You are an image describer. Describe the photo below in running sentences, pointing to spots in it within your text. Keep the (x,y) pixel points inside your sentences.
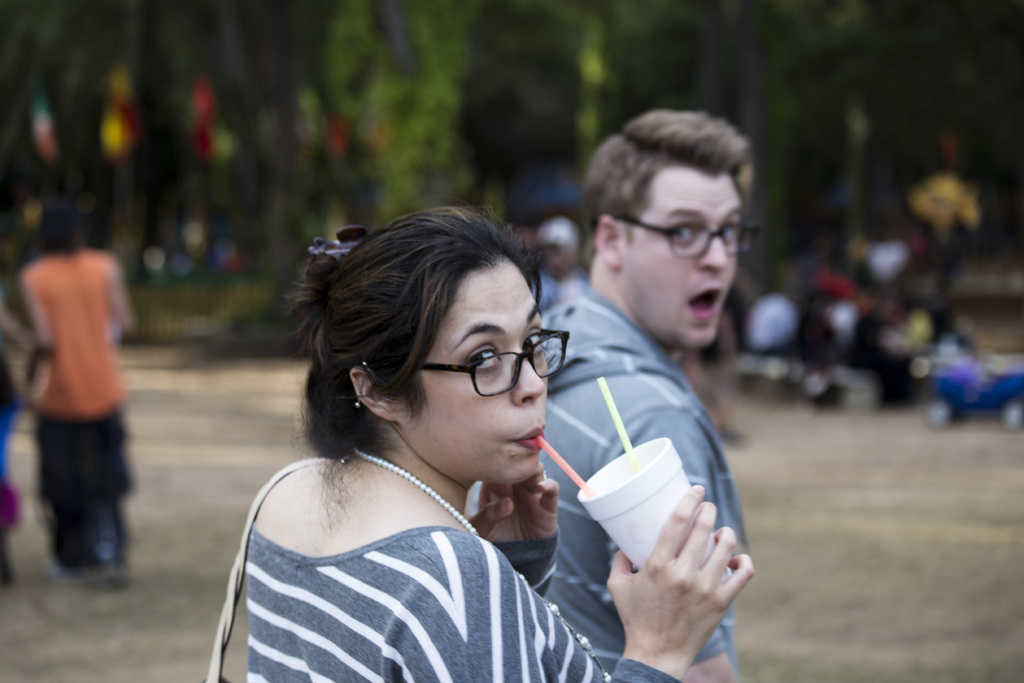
In this image we can see a woman (538,559) is standing, she is holding the glass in the hand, in front (579,596) here a man (597,403) is standing, there are group of people (815,348) standing, there are trees (757,250), there are flags (213,94), the background (514,166) is blurry.
